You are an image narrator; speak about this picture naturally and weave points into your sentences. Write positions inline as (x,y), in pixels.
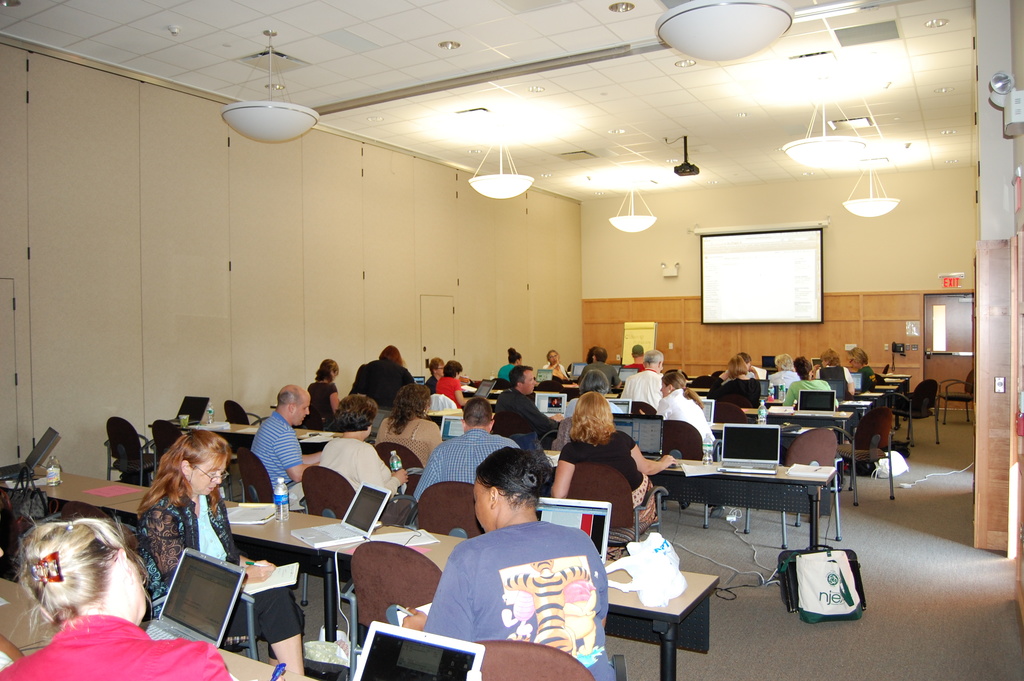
This picture shows a group of people (491,586) seated on the chairs (260,500) with the laptops (309,540) on the table (332,577) and we see a projector screen (729,303) on the wall (835,234) and few lights (817,159).
